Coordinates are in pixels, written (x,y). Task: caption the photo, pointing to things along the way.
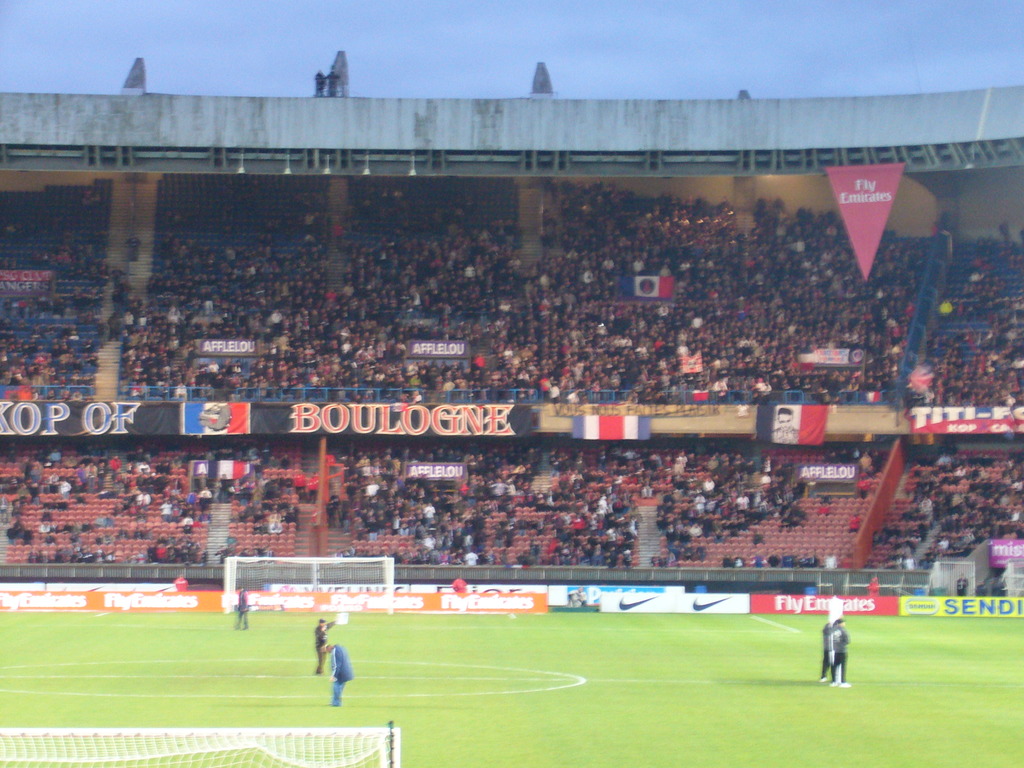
In this image I can see group of people (347,655) standing. The person (338,670) in front (334,645) wearing blue color dress (342,672), background (493,598) I can see few boards (534,593) in orange, blue and white color and I can see few other persons (565,490) sitting and the sky (606,63) is in blue color.
